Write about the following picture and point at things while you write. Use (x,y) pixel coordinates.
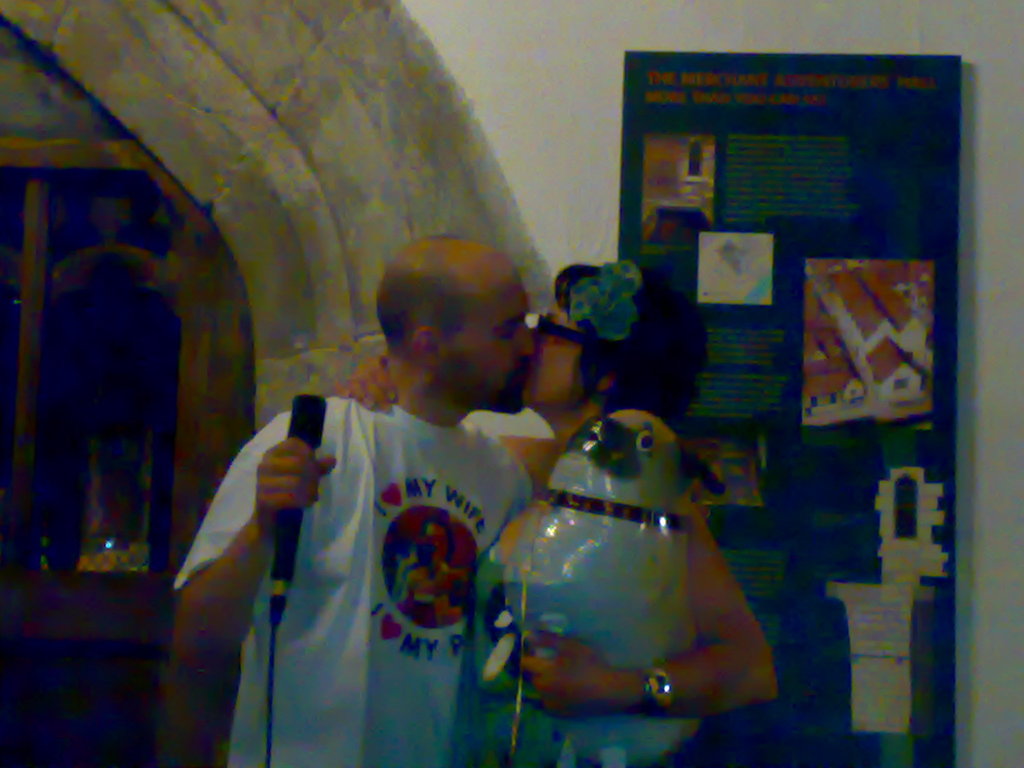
In this image there is a man (427,488) with a mike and a woman (702,631) with an object (599,582) are kissing. In the background (186,269) there is a window (141,299) and also a board (819,167) attached to the wall (567,138).
